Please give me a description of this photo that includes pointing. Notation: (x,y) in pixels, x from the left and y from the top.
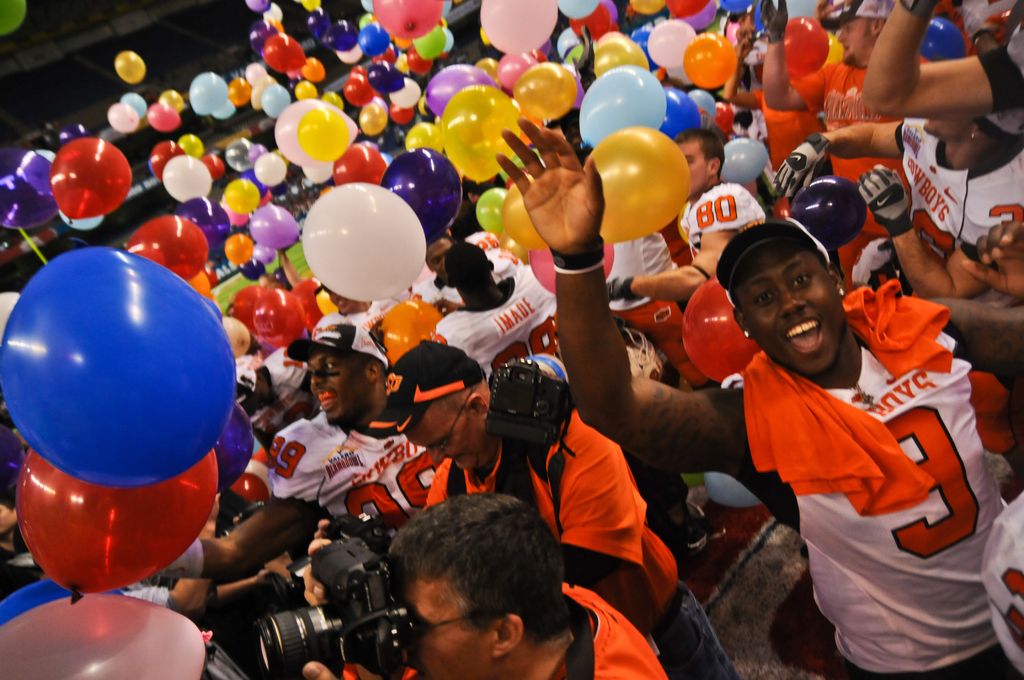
In this picture I can see there are few persons (746,254) standing and they are wearing white and orange jersey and there are different colored balloons (253,216).
